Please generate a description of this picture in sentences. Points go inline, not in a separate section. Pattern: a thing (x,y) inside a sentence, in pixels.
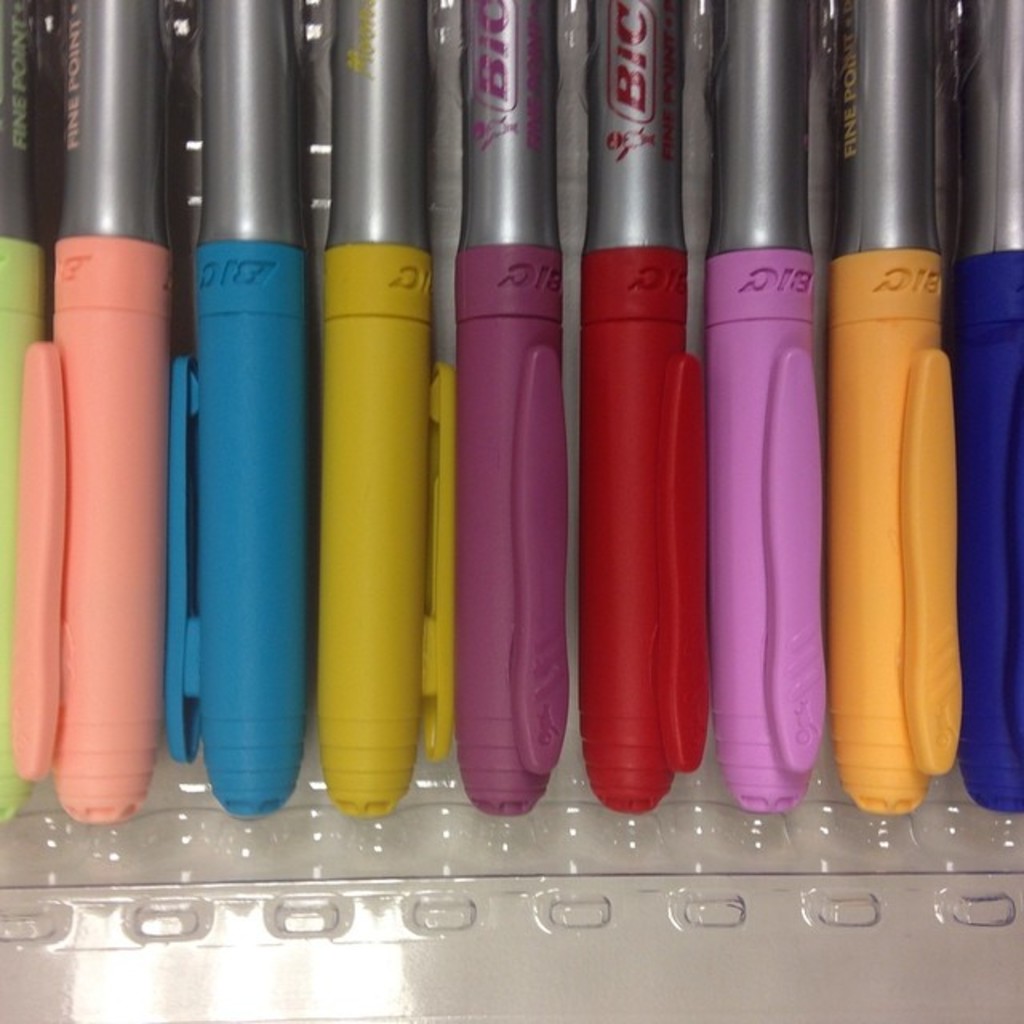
In this picture we can see a box (553,877) which contains pens (417,645).
